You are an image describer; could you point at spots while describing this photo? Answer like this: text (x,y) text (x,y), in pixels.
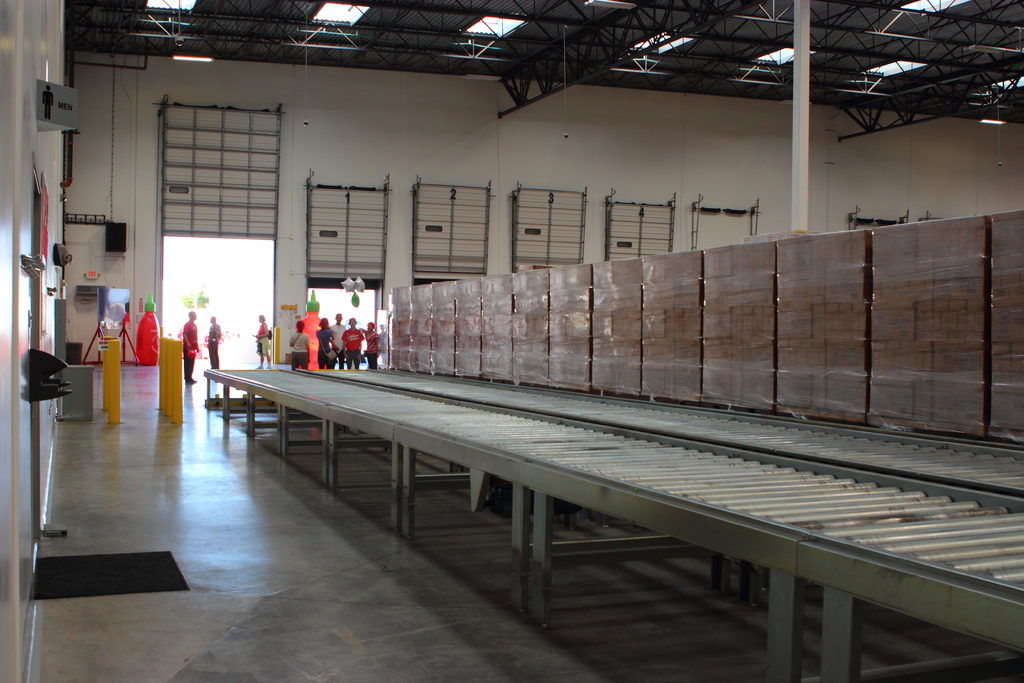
This is an inside view of a factory (6,127) and here we can see boxes (921,331) placed on the tables (484,423) and in the background (176,218), there are boards (103,309), poles (114,344), shutters (219,153) on the wall (318,179). At the top (293,59), there are lights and there is a roof (607,57). At the bottom (181,563), there is floor (266,575).
